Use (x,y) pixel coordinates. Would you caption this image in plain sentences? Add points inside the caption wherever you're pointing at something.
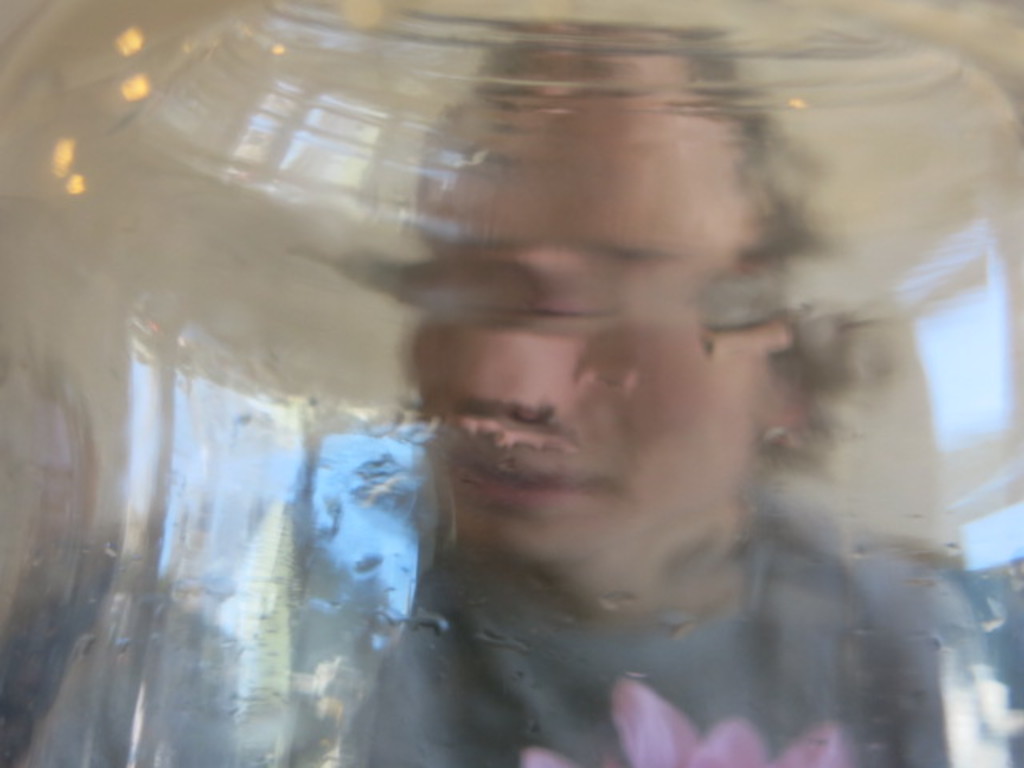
In this picture I can see a person (600,520). The picture is blurred.
